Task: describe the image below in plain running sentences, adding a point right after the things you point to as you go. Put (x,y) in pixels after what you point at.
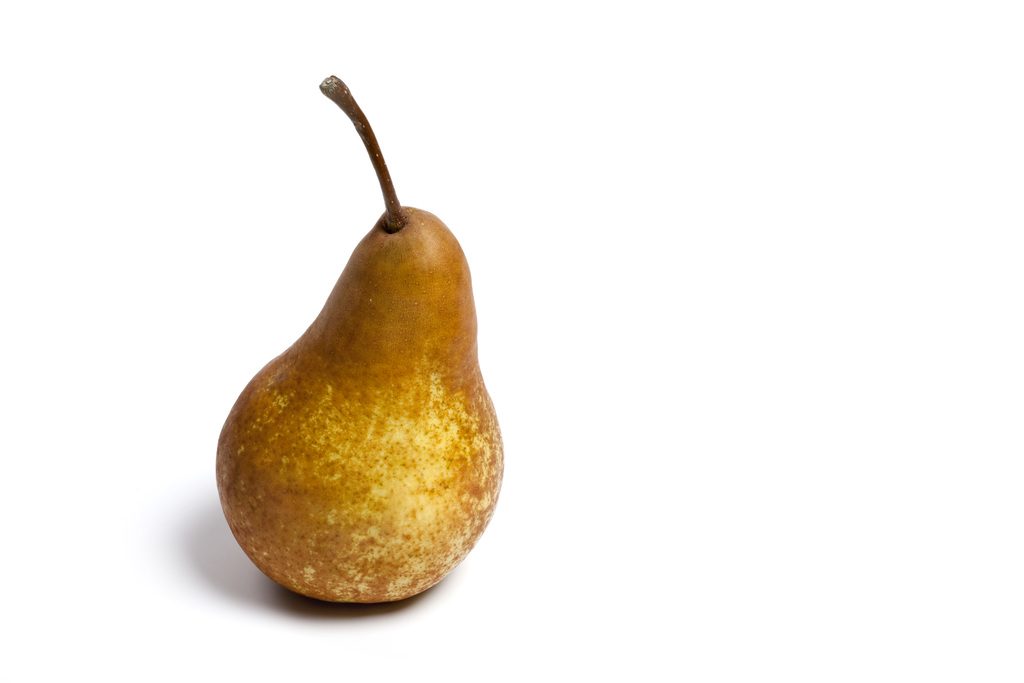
In this picture we can see a pear fruit (423,406) here, we can see white background (599,273).
